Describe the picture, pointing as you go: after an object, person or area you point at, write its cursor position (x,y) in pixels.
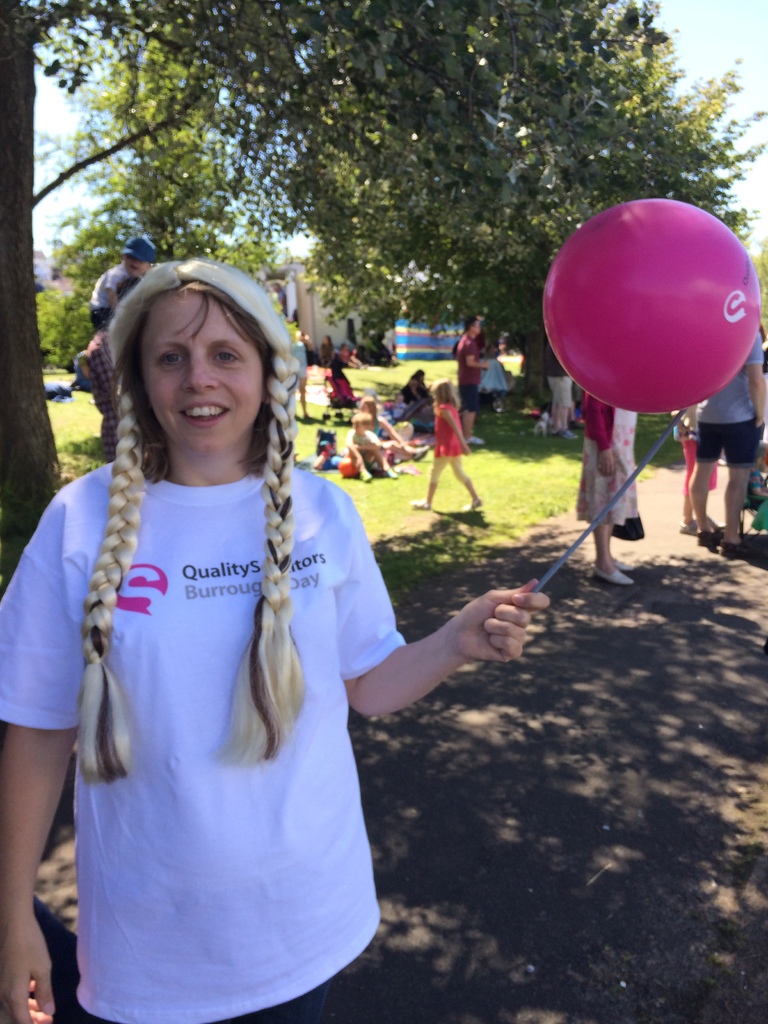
In this image, we can see a woman (262,864) is holding a stick (547,582) and smiling. Background (762,482) we can see few people (739,487), trees (37,472), grass (380,385), walkway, few objects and sky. Here we can see a balloon (637,325).
